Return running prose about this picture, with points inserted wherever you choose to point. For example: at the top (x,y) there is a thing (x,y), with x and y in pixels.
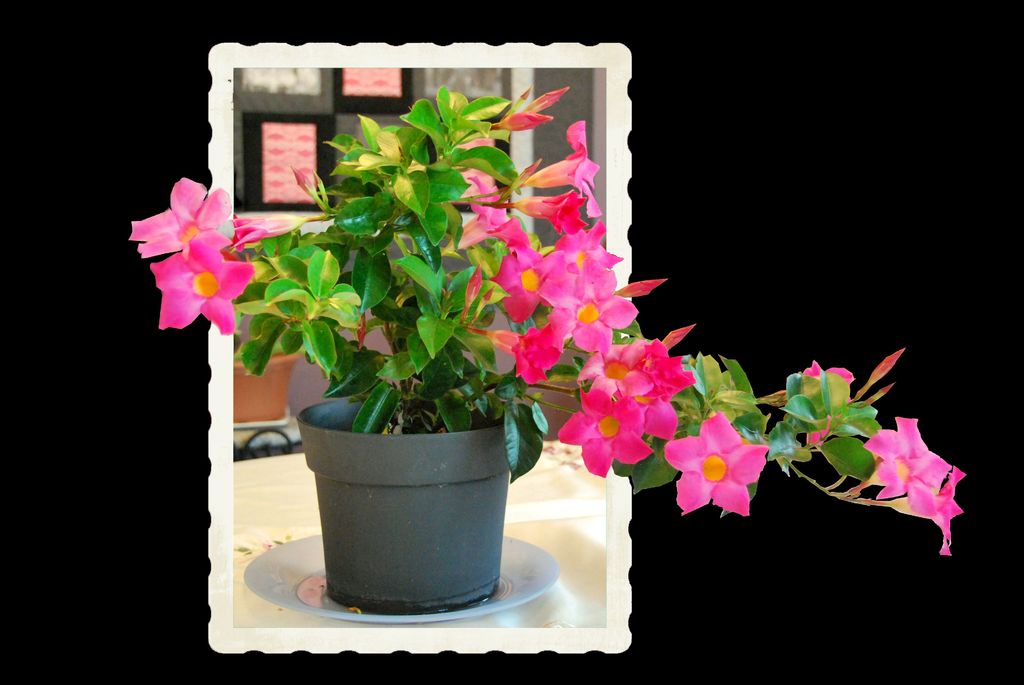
This is an edited picture, where we can see a potted plant (414,426) with flowers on a table (558,587). In the background (326,122), there is a pot (254,403), few frames (362,101) on the wall (542,69).
